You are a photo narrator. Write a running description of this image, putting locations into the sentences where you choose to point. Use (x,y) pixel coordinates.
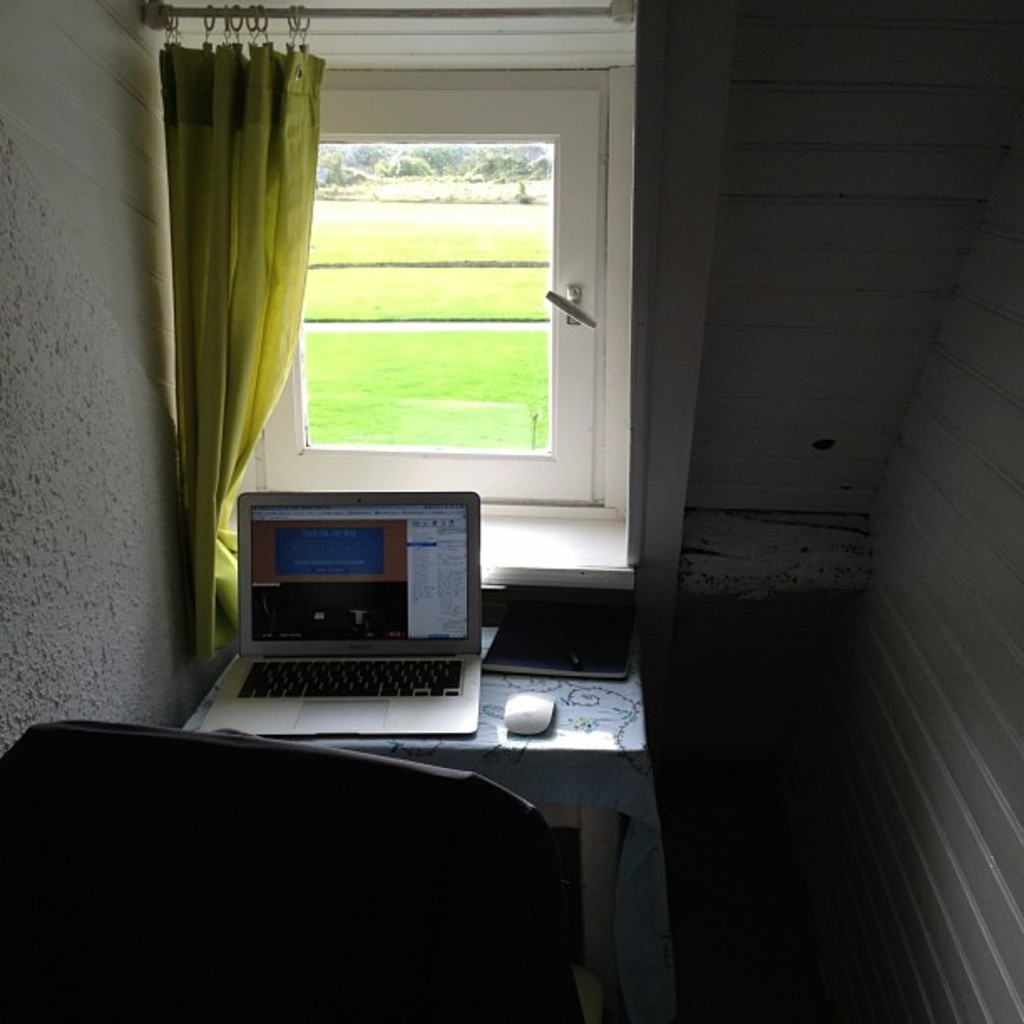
This is a picture in a room (700,830), in the room (264,548) there is a table (568,745) on the table (528,737) there is a laptop (406,683) and the mouse (518,717) and chair (333,864). Backside of the system (355,548) there is a window (424,332) through window (396,323) we can see the grass (414,313).
